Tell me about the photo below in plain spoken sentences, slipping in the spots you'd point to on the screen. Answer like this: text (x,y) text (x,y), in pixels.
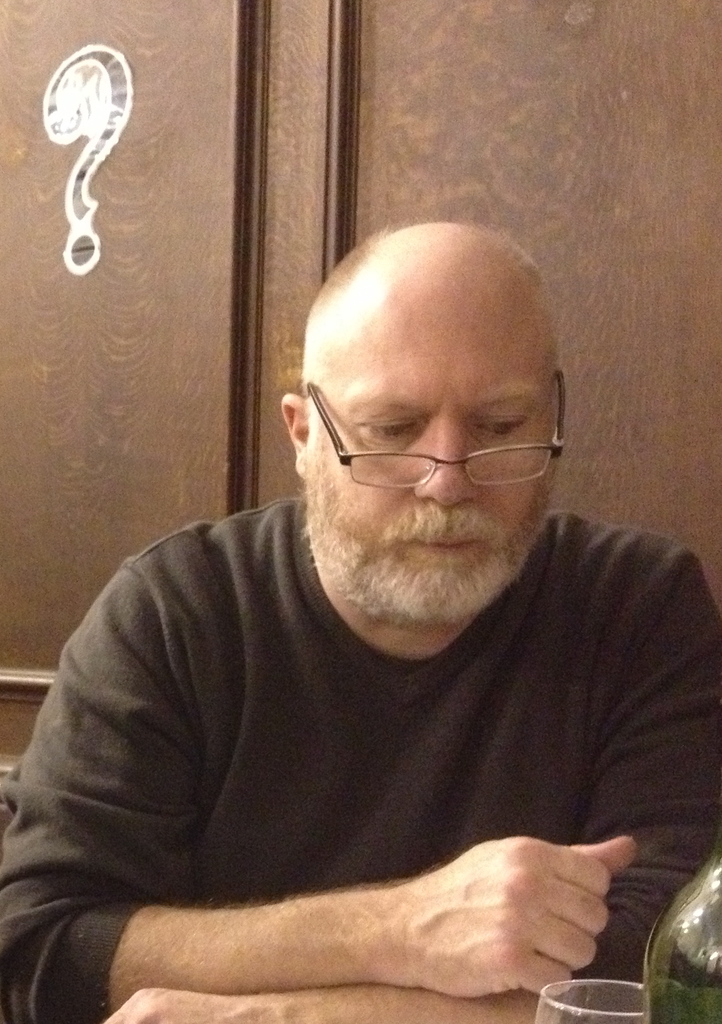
This image consists of a person (347,792). He is sitting. He is wearing a black shirt (421,742). He has a beard (353,548). There are bottle (683,973) and glass (547,1000) in the bottom right corner (670,957).
